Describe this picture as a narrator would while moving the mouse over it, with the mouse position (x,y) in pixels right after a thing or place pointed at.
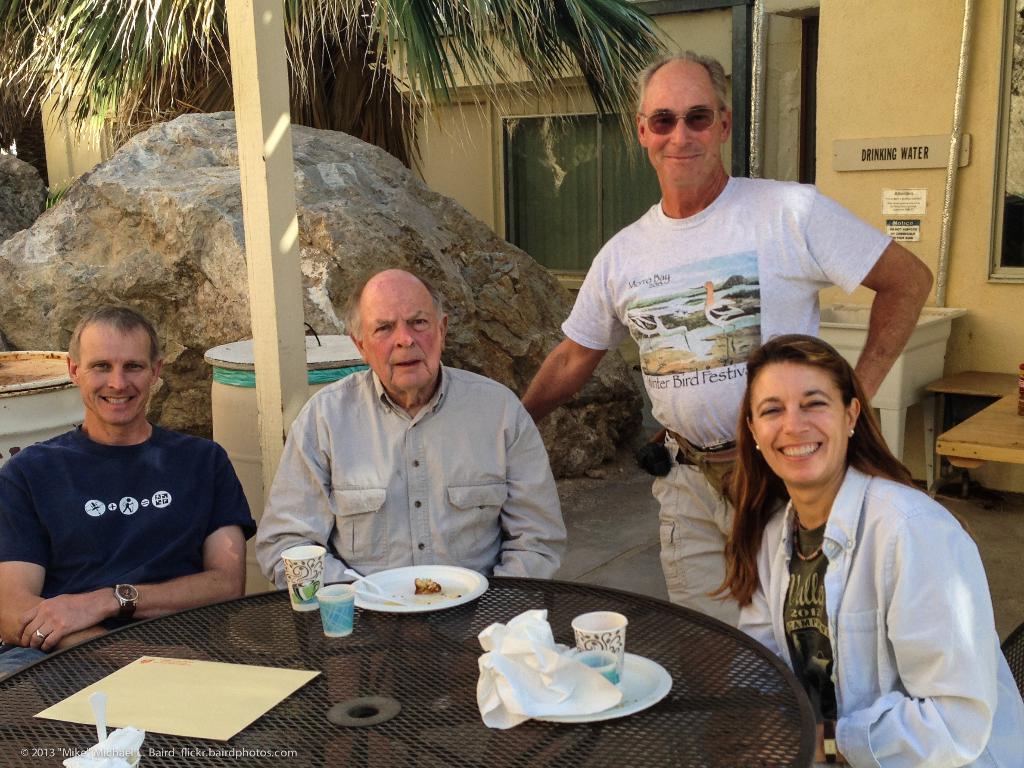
In this picture we can see three persons (388,518) are sitting on the chairs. This is table (330,726). On the table (328,679) there are plates (537,719), glasses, and a paper (215,683). Here we can see a man (716,149) who is standing on the floor (612,549). He has goggles (659,123). On the background (873,153) there is a wall (914,173) and this is window (581,160). Here we can see a tree (542,26). And this is stone (196,223).
